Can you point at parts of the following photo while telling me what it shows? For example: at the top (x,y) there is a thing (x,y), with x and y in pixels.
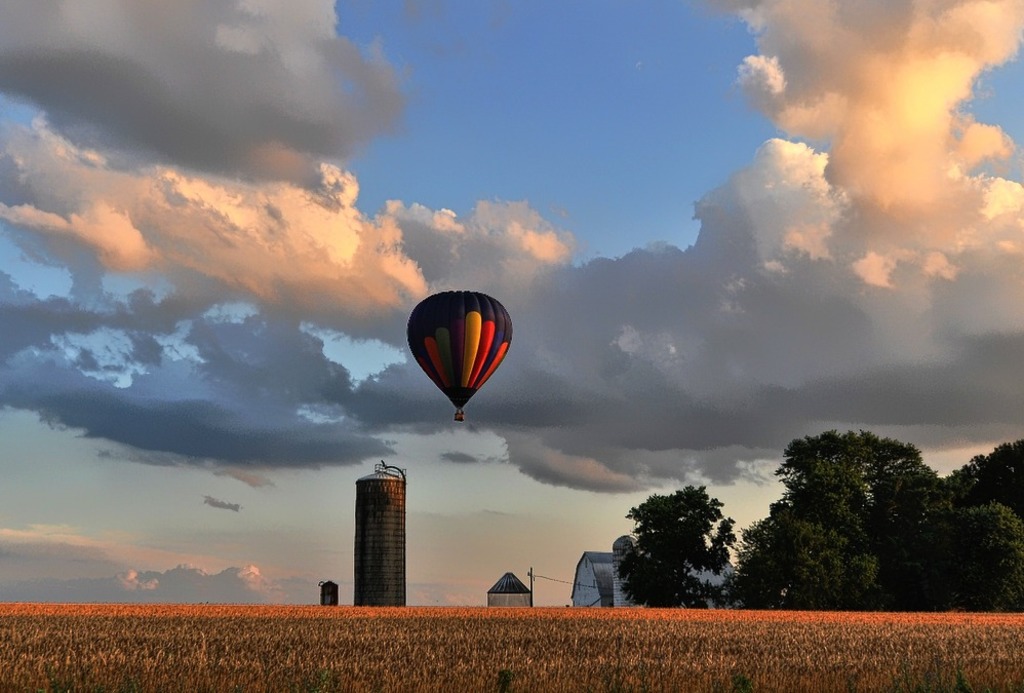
In this picture we can see grass (531,627) at the bottom (381,649), on the right side (788,540) there are trees (703,543), we can see houses (603,582), a metal tank (385,536) and a hot air balloon (458,388) in the middle (464,349), there is the sky (533,133) at the top of the picture (583,117).
